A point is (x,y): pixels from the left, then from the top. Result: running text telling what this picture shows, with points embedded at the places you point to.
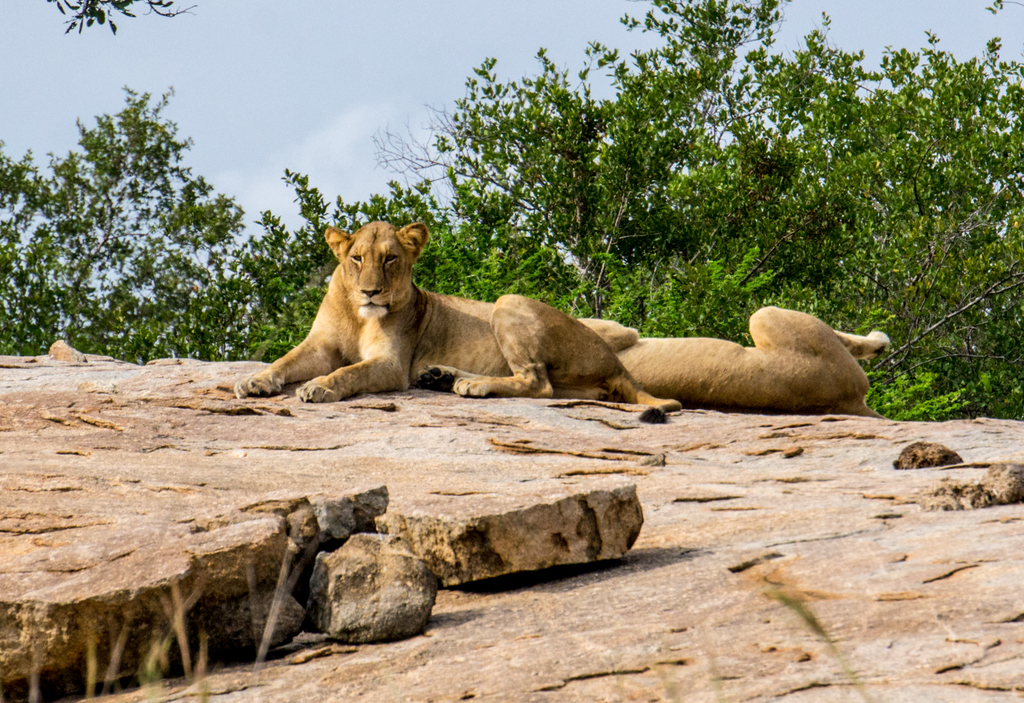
In the image we can see there are two lioness (592,353) sitting on the surface (537,489) of the rock (405,451) and behind there are trees (672,297).
